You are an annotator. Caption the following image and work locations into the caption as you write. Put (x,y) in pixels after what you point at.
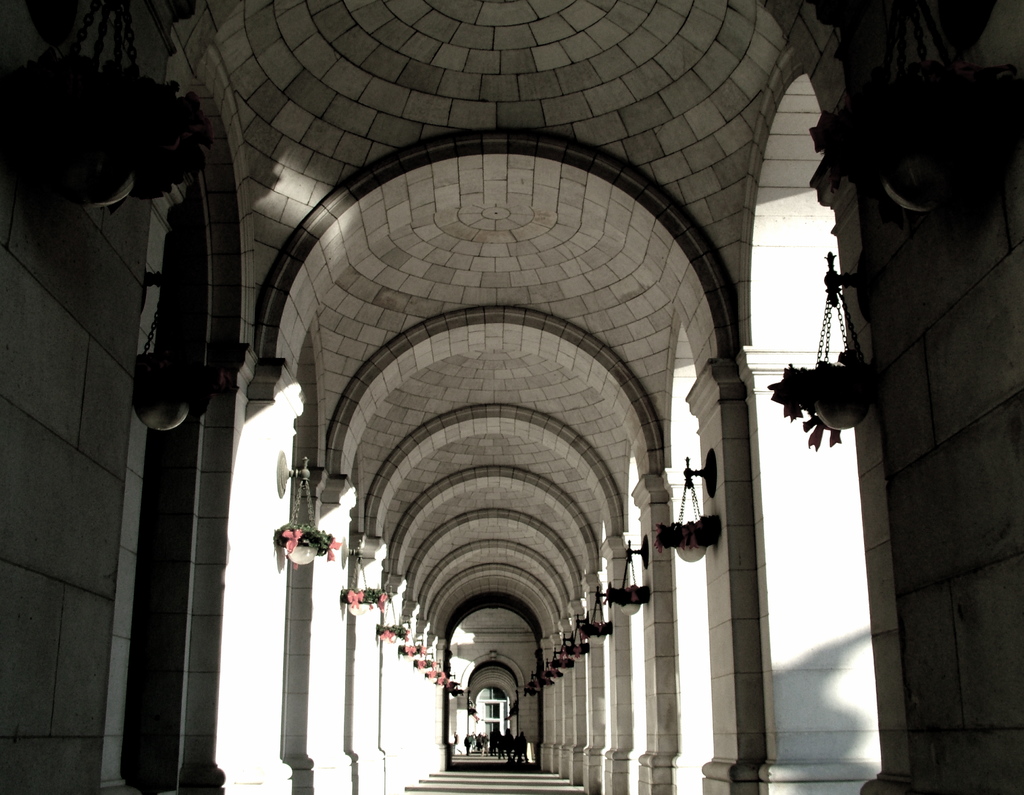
In the image it looks like some organisation there are many pillars (661,641) and beside each pillar (657,624) there is a plant (841,376) hanged to the pillar (620,675) and some people (512,755) are walking in between those pillars (548,729).
